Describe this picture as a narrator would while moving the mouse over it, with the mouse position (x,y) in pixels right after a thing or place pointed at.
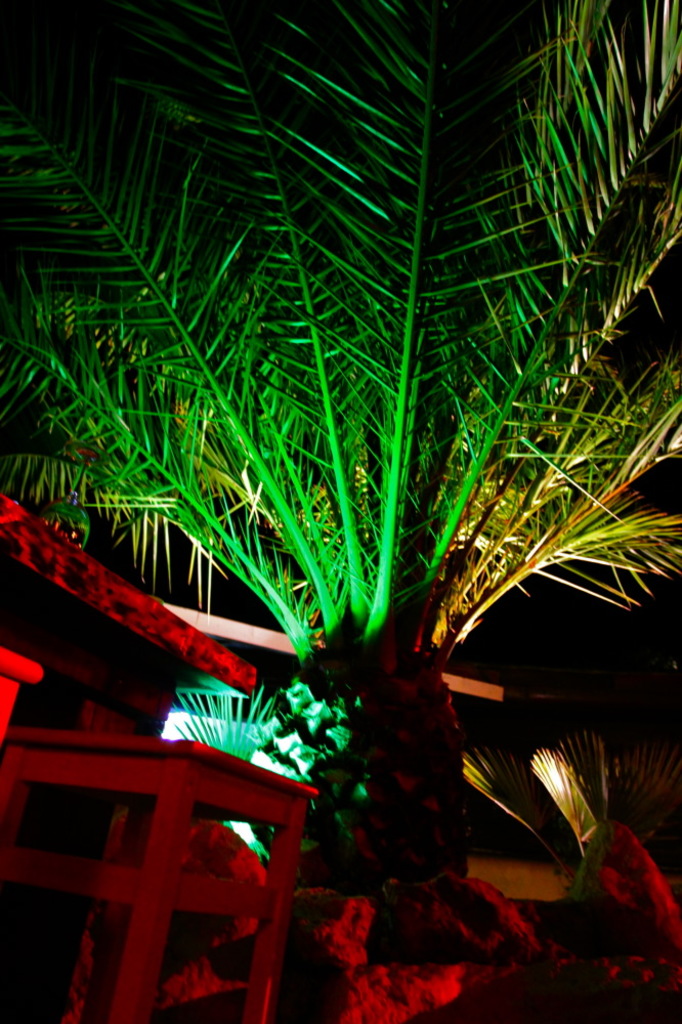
Here in this picture, in the front (267,910) we can see a table (261,893) present and we can also see plants (275,760) and trees (272,462) present over the place.
